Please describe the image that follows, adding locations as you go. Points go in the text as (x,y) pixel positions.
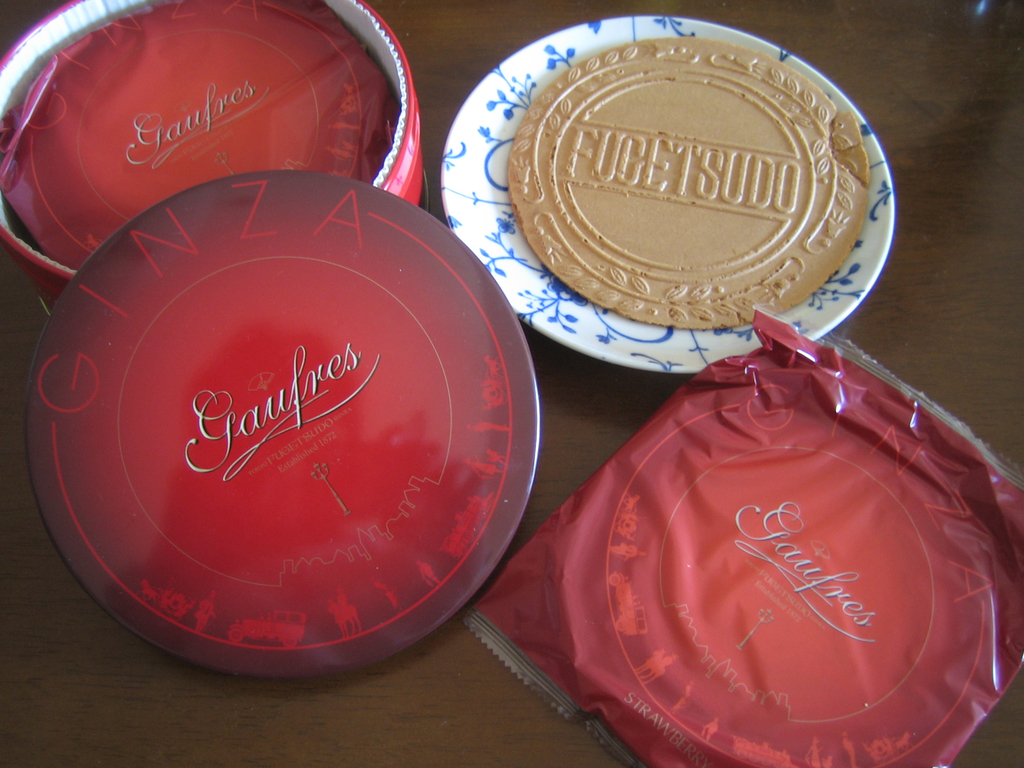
In this picture I can see a plate (756,191), red color cover (711,477), on the left side (239,309) it looks like a bowl (241,133) and a cap (278,395).
